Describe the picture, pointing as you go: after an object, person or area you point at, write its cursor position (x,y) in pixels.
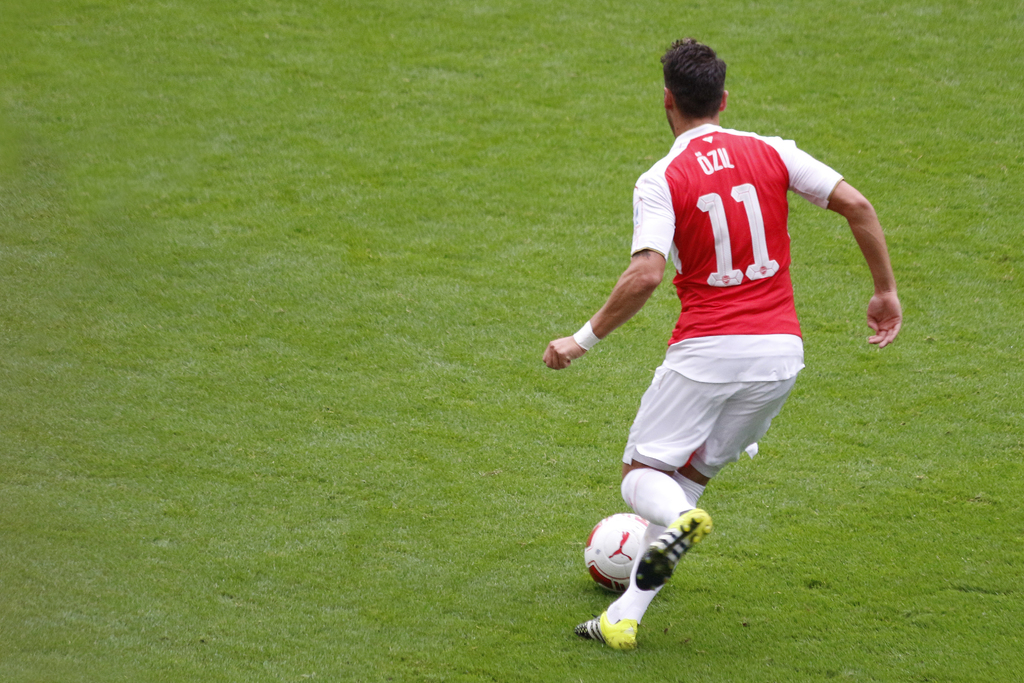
In this image a person (662,421) is running on the grassland (665,614). Before him there is a ball (594,542).
